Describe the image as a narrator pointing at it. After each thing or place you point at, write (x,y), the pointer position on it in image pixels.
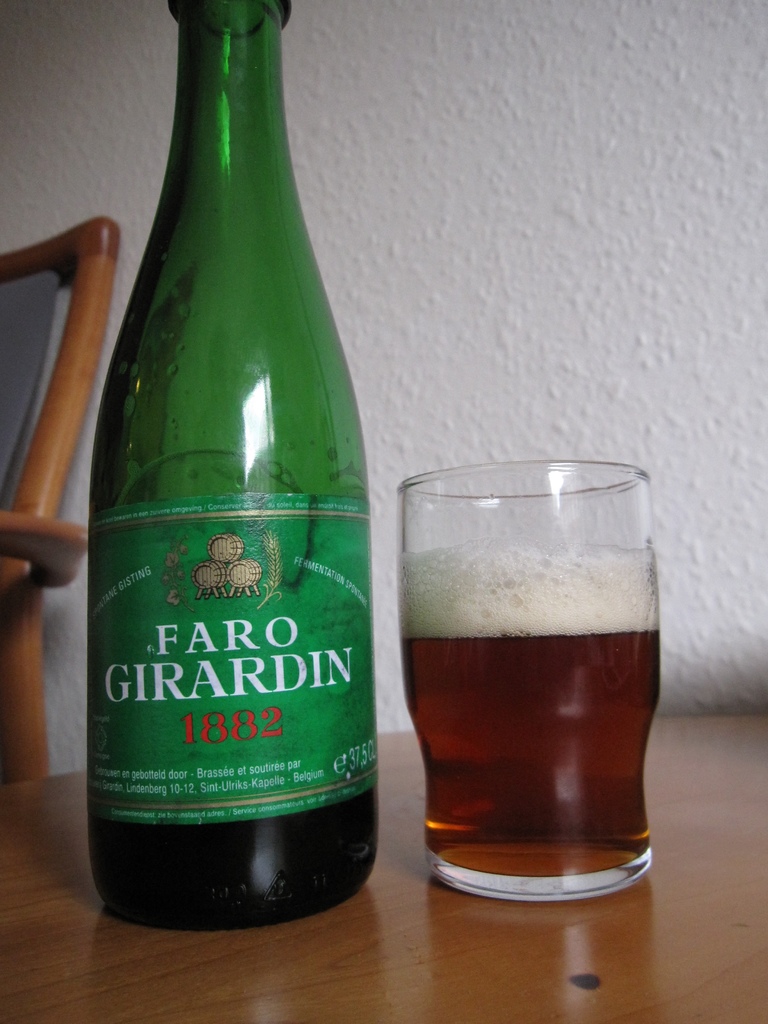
There is a bottle (232,514) and glass (458,577) of drink (562,673) on the table (506,964) and there is a chair (36,476) beside it and the wall (436,296) is white in color.
